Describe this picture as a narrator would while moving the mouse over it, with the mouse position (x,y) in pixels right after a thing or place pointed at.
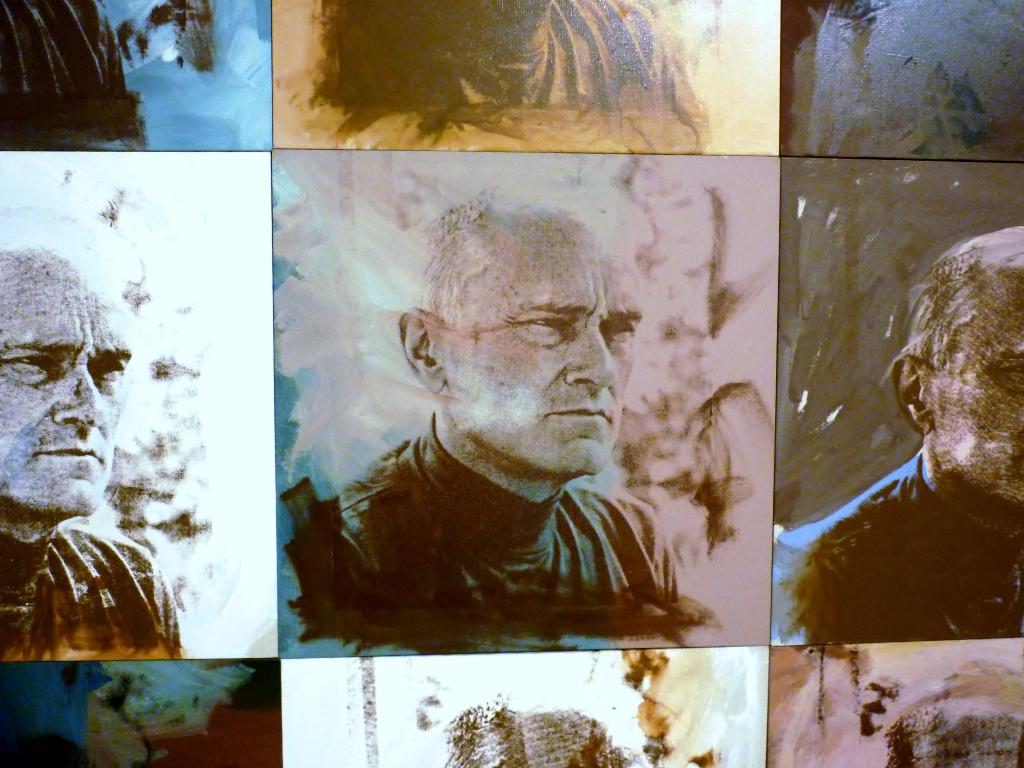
In this picture we can see collage frames (147,338). In every frame (516,359) there is a man (513,321) who is wearing black dress (484,547), but the background (360,210) was in different colors.
